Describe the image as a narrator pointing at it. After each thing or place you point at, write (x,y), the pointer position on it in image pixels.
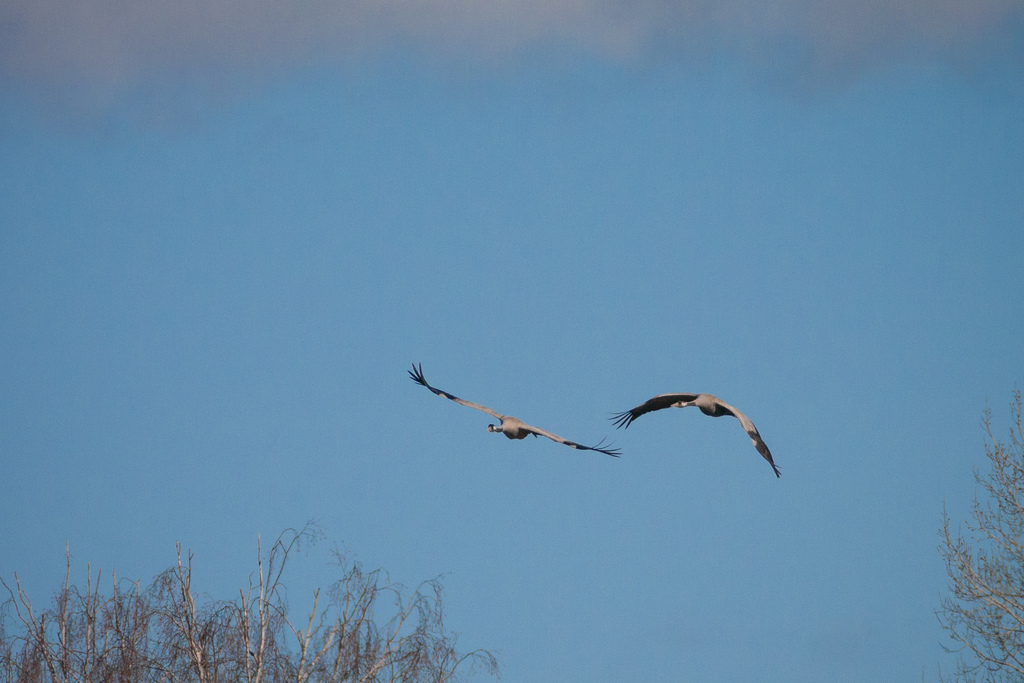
In this image there are two birds (530,432) in the air (695,474). There are trees (133,652). In the background of the image (477,244) there is sky (375,170).
